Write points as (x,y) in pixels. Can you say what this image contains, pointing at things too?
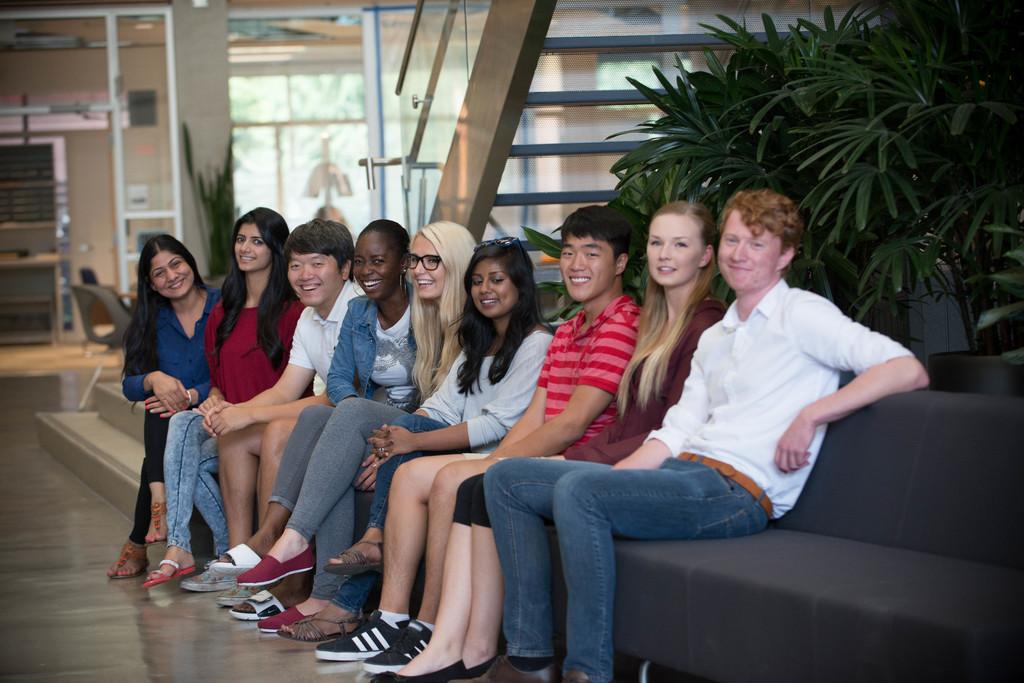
In this image i can see number of people (600,282) sitting on the couch (846,561). In the background (903,312) i can see trees (903,266), stairs (609,147), a chair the wall (90,172) and the glass (318,145) through which i can see few trees (288,104).
